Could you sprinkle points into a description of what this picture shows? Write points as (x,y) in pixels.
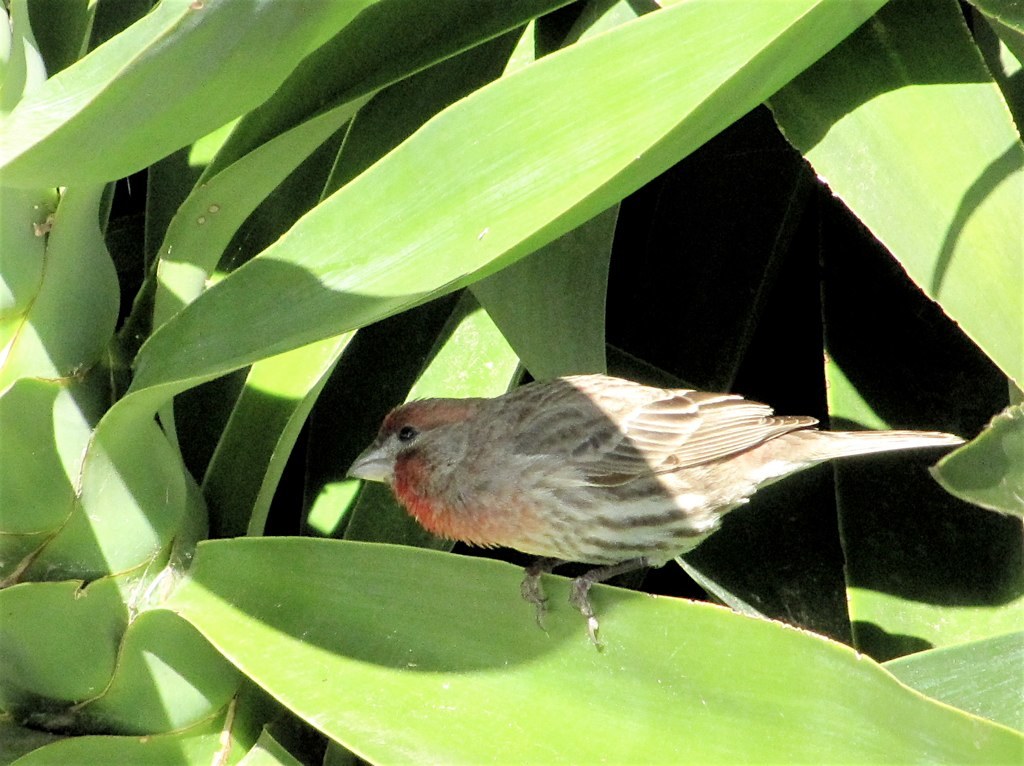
In this image there is a bird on a leaf (692,622) of a plant (226,338).
